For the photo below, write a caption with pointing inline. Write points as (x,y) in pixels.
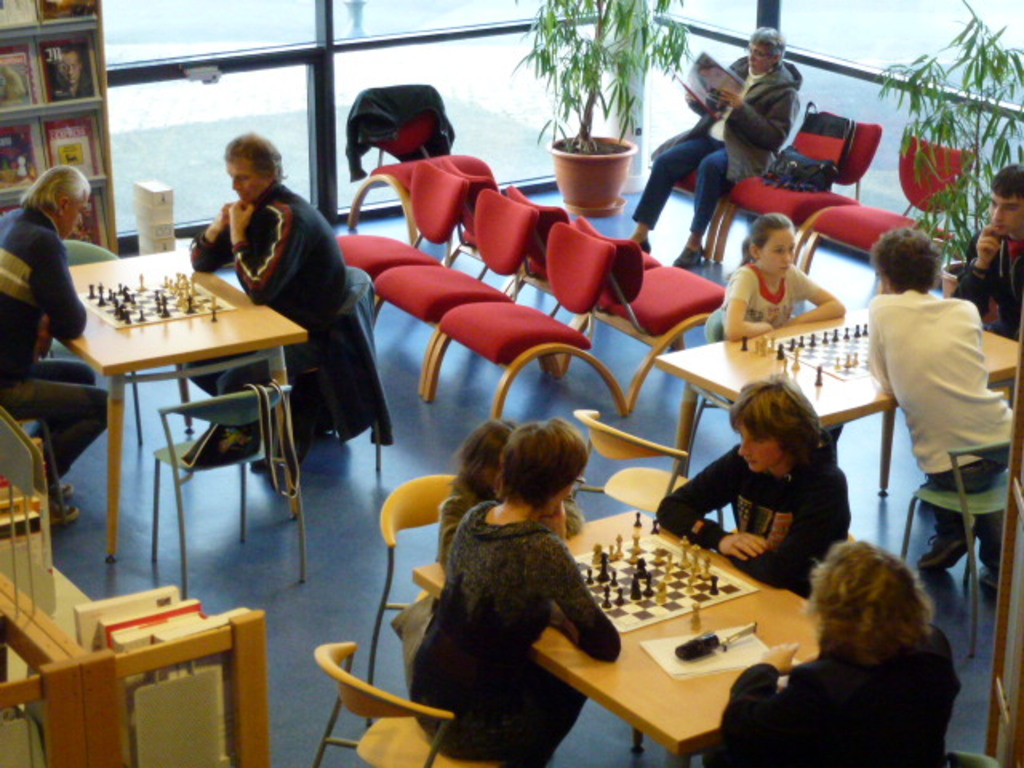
In this image, there are group of people (963,292) sitting and playing a chess board (647,551). In the left top of the image (34,67), there is a cupboard (14,184) in which books (58,99) are kept. In the right part of the image (792,100), there is a person (789,119) sitting and reading books (717,91). In the middle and right top of the image (952,100), there are house plants (958,206). On both side of the image, there is a glass (147,169), through which a paved area (252,90) is visible. This image is taken inside a indoor hall (82,559).
